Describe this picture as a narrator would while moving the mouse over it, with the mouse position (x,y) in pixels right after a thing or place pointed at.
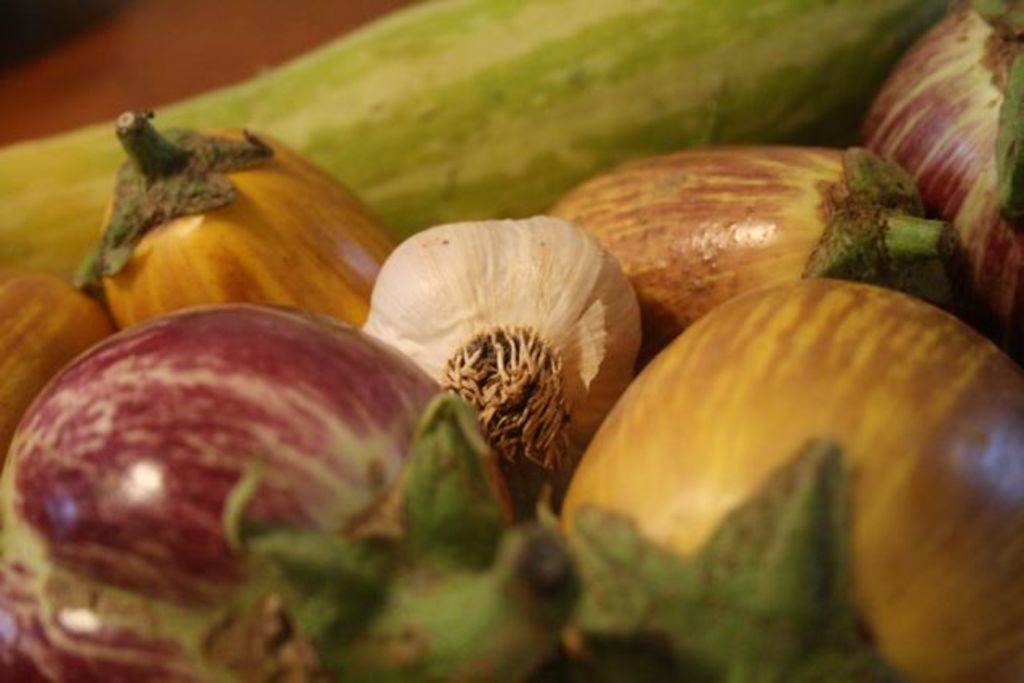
As we can see in the image there are eggplants (361,364), garlic (560,384) and bottle gourd (535,155).
